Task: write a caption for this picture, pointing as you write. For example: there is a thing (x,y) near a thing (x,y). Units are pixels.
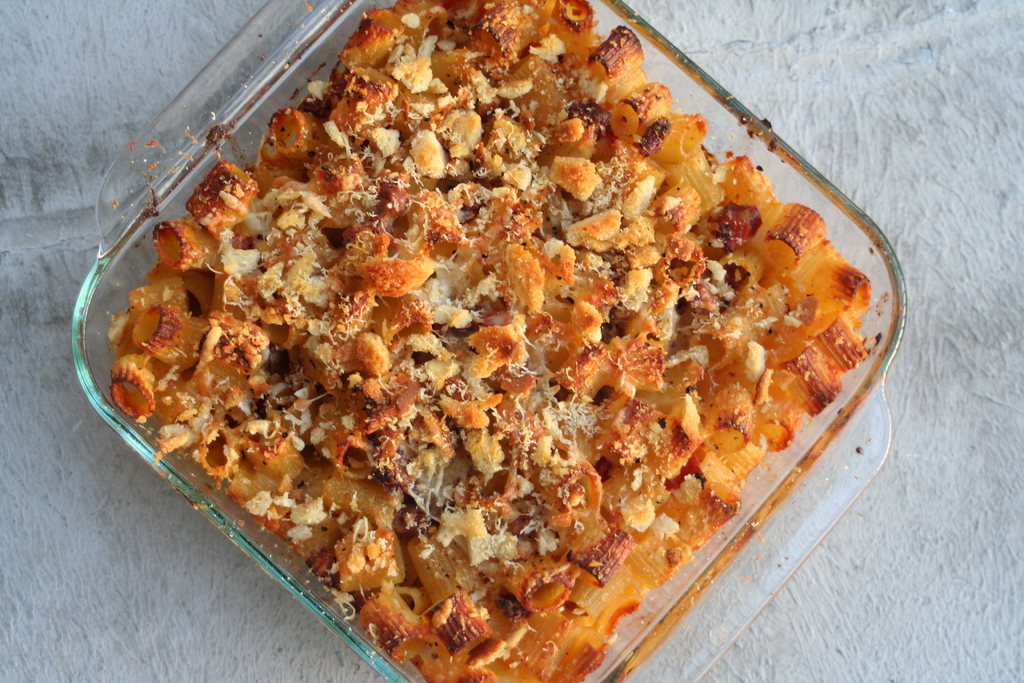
In this image, we can see some food (633,59) in the glass dish (881,238) and there is a white color background (890,224).
